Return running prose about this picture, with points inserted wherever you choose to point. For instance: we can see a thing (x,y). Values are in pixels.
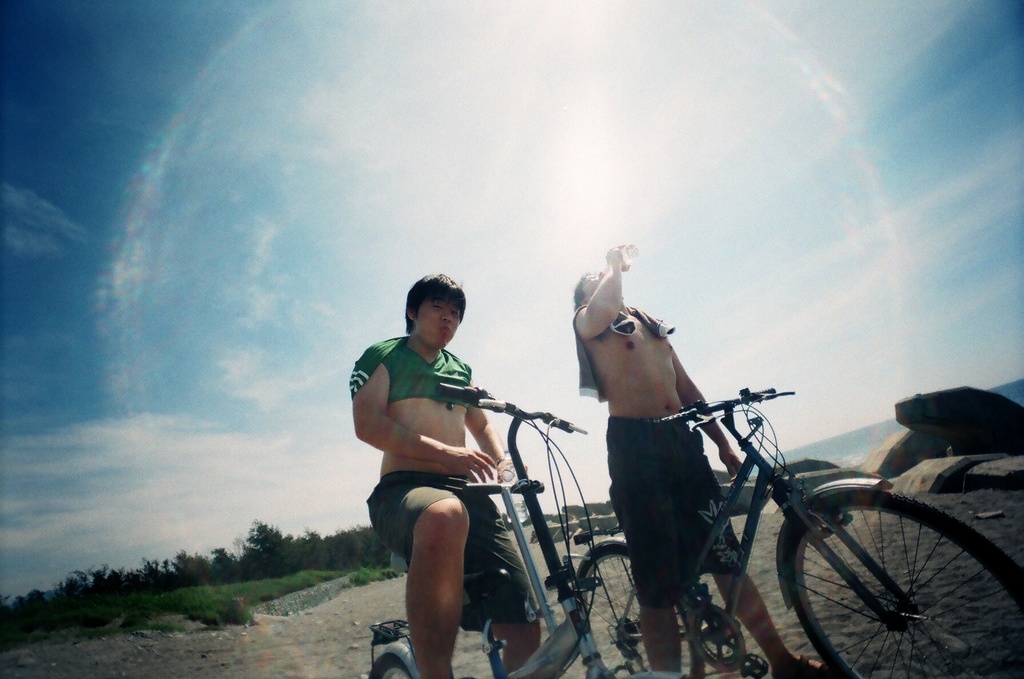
In this image we can see two persons (490,462). Also there are cycles (785,517). One person (632,349) is drinking from a bottle (624,258). In the background (199,547) there are trees (250,539) and sky (268,198) with clouds (81,465). And there are rocks (920,433).
